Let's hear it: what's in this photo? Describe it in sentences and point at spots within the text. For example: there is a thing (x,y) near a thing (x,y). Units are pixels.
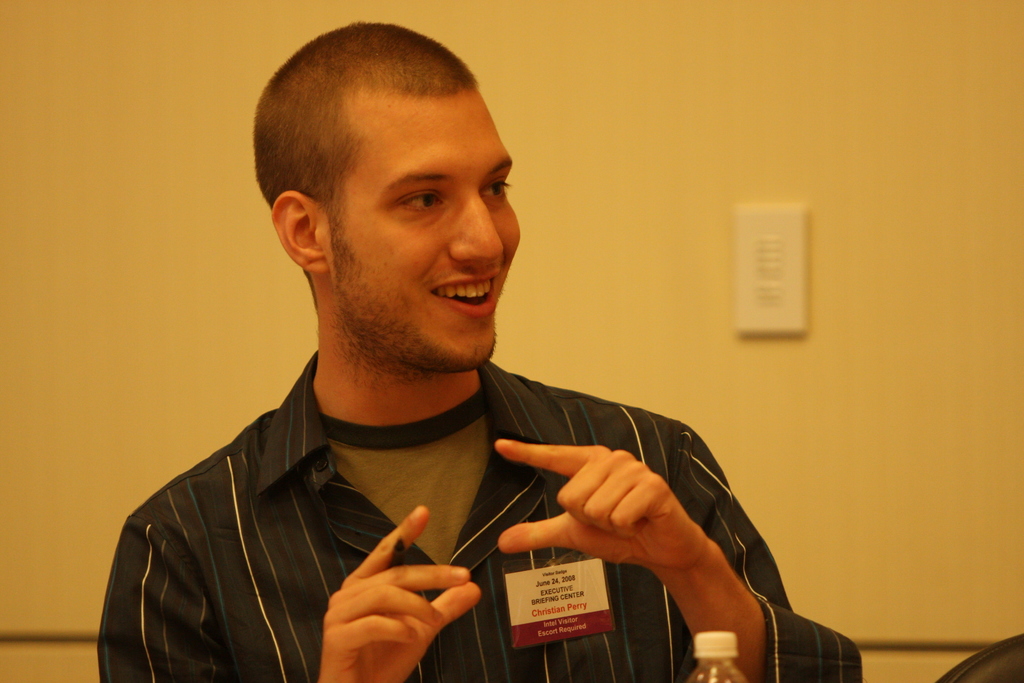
In the middle of the image (408,331) we can see a man (479,328), he is smiling, in front of him we can see a bottle (726,643).
